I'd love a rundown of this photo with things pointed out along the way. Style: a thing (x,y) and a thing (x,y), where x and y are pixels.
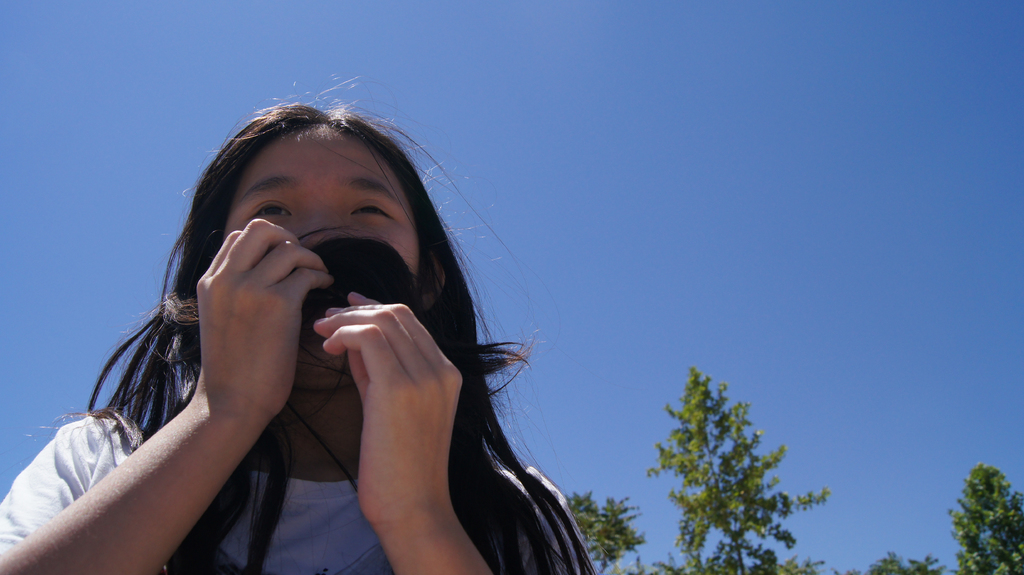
In this image, we can see a woman (404,443) holding her hair (333,281). Background (735,90) we can see the sky (704,74). On the right side (1000,479) bottom of the image (1000,479), we can see leaves (1012,561).
